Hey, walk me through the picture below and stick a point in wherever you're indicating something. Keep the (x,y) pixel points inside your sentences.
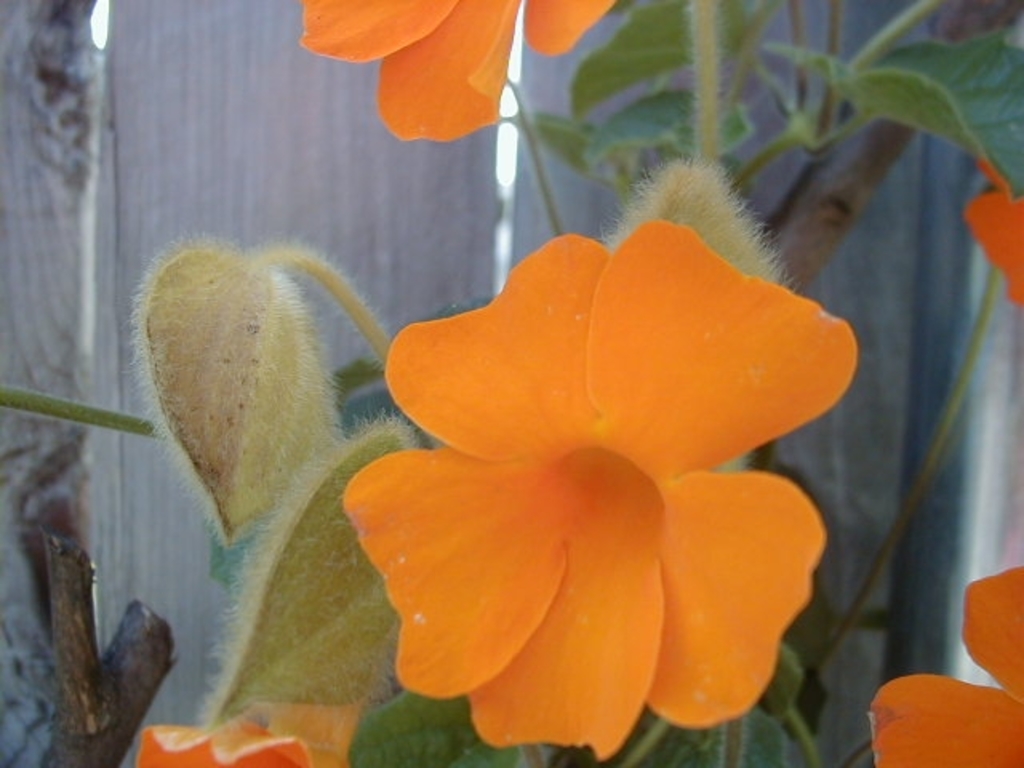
In this image there are flowers (490,579) and there is a plant (678,132). In the background (271,175) there is a wooden wall (392,167).
